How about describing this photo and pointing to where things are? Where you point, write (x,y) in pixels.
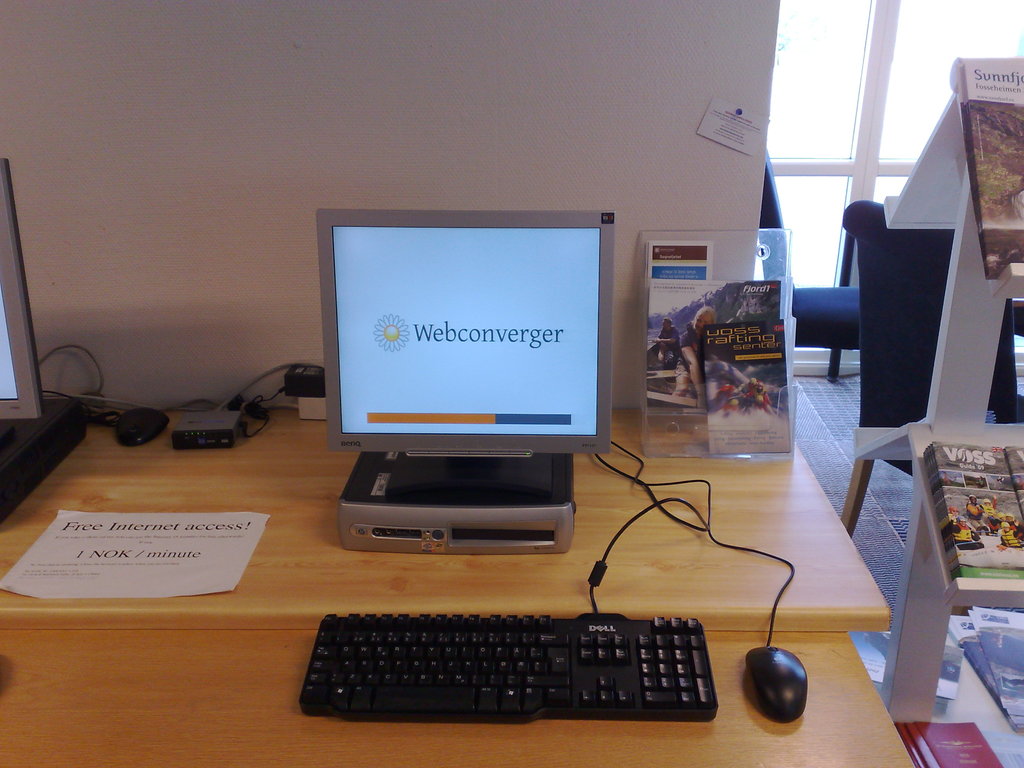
This is a picture from a store (255,374) or office (729,620). In the foreground of the picture (754,544) there is a desk (255,578), on the desk (549,561) there is a desktop (549,435), a keyboard (534,629) and a mouse (787,654). To the right (900,648) there is it cupboard (928,653), in the cupboard (947,224) there are books (987,494). To the top right (837,252) there are chairs (873,315) and a window (837,149). On the background (432,128) there is a wall (257,362).
